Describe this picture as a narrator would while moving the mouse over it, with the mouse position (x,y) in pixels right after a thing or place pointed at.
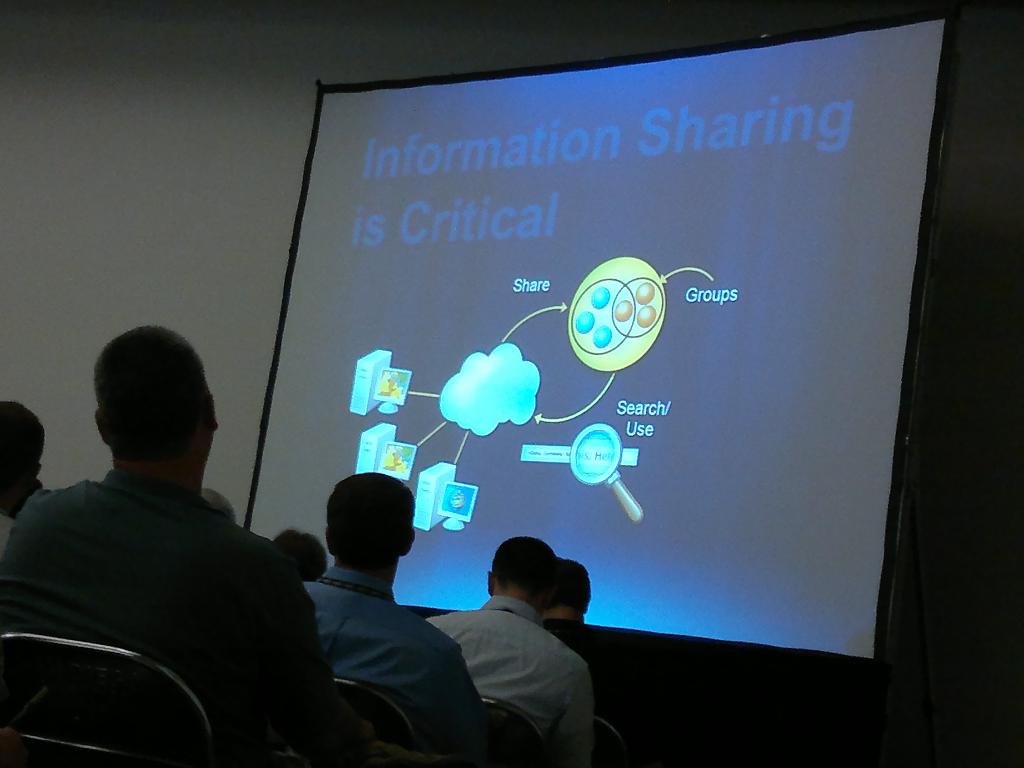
This image consists of many people (196,635) sitting in the chairs (129,688). In the front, there is a projector screen (491,322). To the left (165,202), there is a wall (167,213).
